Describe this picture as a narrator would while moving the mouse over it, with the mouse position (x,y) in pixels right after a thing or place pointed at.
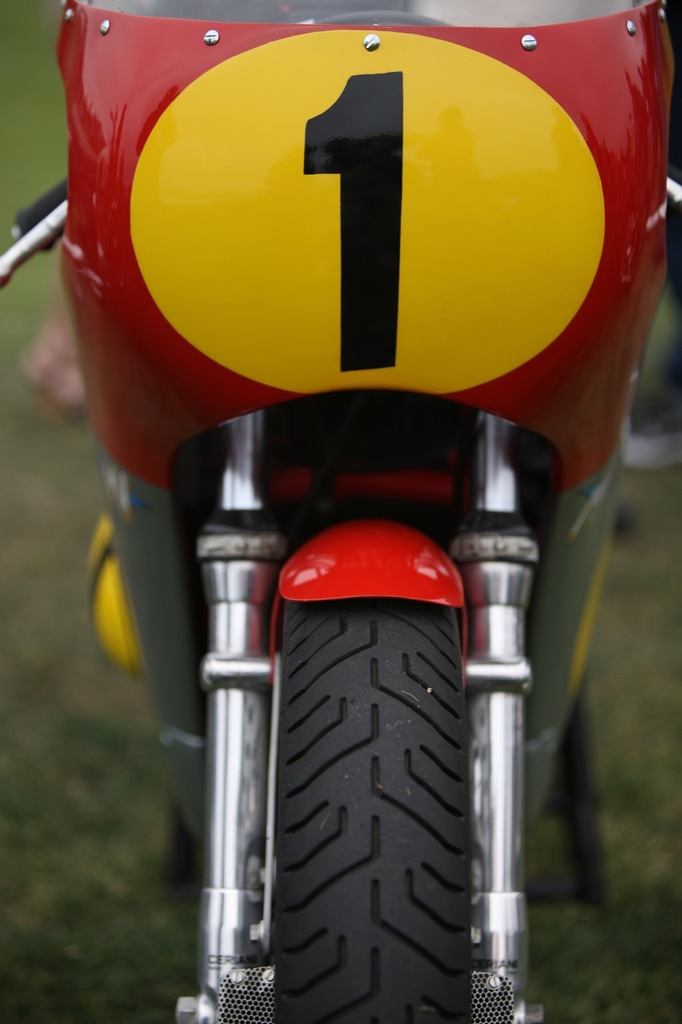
In this image we can see front part (250,527) of a motorcycle (361,303) which is in red and yellow color.
